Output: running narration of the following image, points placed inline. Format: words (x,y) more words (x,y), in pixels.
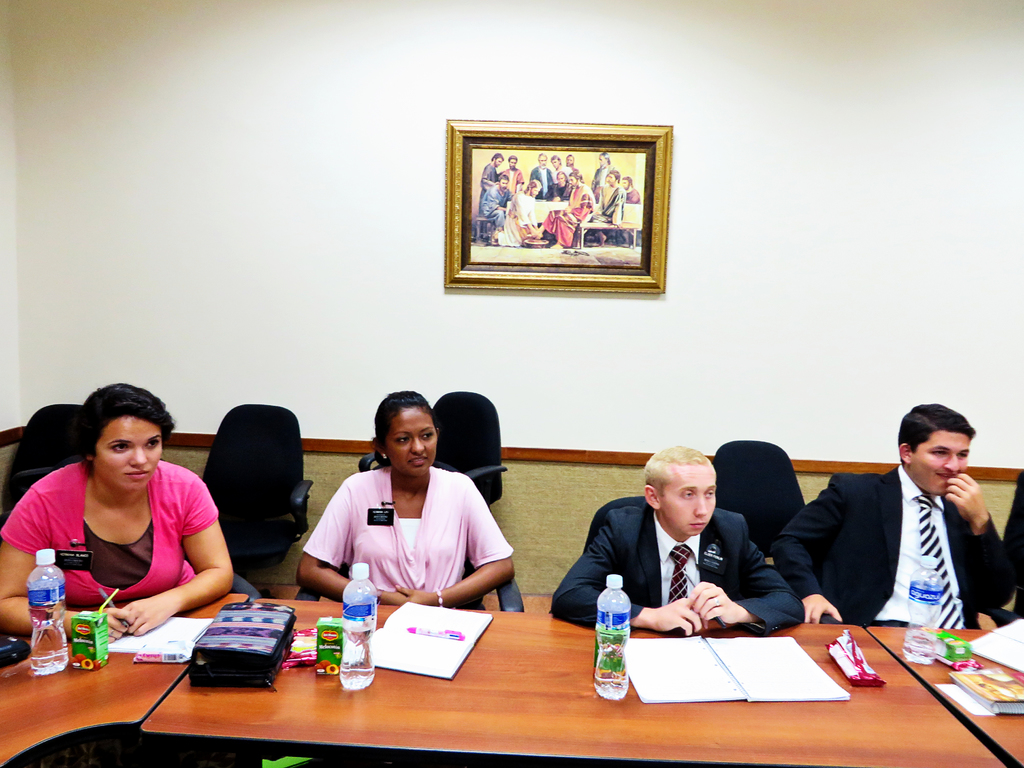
In this image we have four persons (153,433) among them two are women (194,526) on the left side (174,517) and 2 are man (819,533) on the right side (819,533) sitting on a chair (472,460) in front of the table (406,699). On the table (171,668) we have four water bottles (610,692), books (713,694) and some other stuff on it. Behind these people (386,463) we have a white wall (374,152) with a wall photo (517,191) on it.
